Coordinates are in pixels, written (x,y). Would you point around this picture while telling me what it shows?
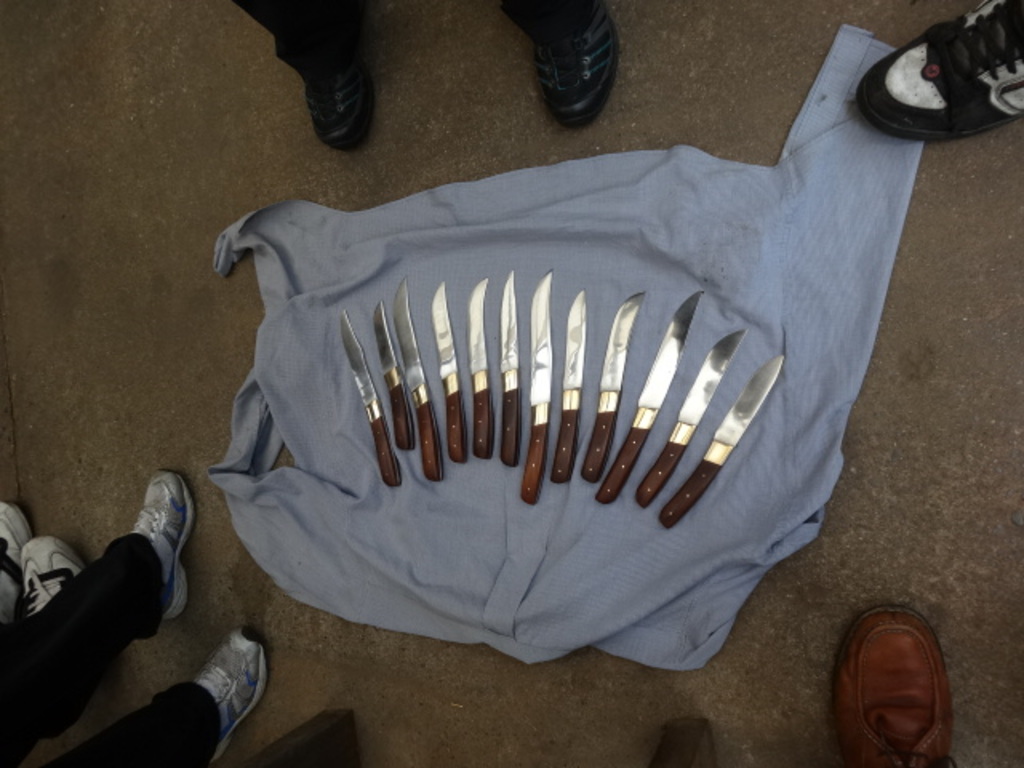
This image consists of many knives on the cloth (307,404). The cloth (444,484) is on the road (930,243). And we can see many persons legs (962,41) in this image. At the bottom (129,685), there is a road (789,674).
